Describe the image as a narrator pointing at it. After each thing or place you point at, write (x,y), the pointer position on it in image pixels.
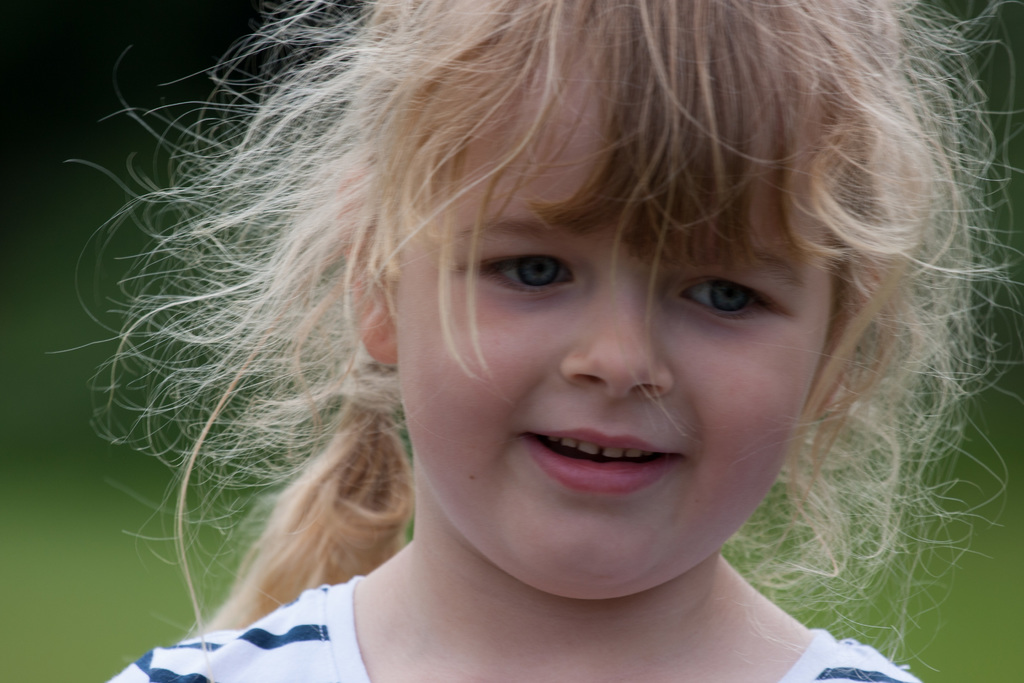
In this picture there is a girl (727,196) with white and blue stripes dress (300,637) and she is smiling and she has blue eyes (556,277). At the back (62,546) the image is blurry.
